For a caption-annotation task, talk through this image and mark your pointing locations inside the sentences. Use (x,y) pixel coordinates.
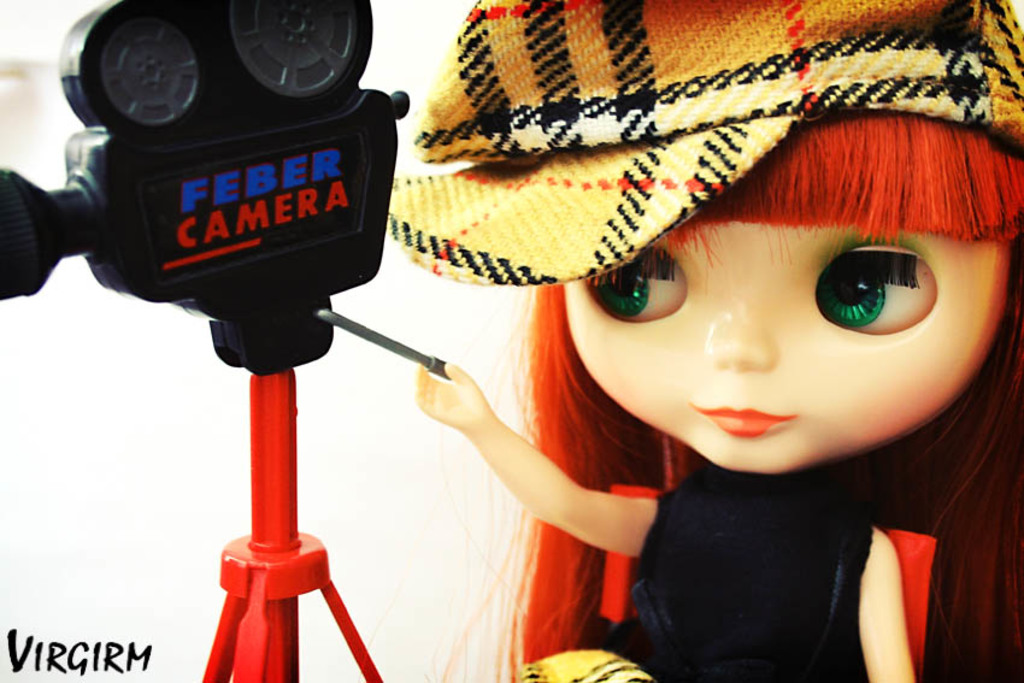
In this image, on the right side (708,44), we can see a toy (796,656) wearing a hat (984,67) and holding a stick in her hand (424,385). On the left side (286,267), we can see a black color camera (221,291) and red color rod (291,578).
